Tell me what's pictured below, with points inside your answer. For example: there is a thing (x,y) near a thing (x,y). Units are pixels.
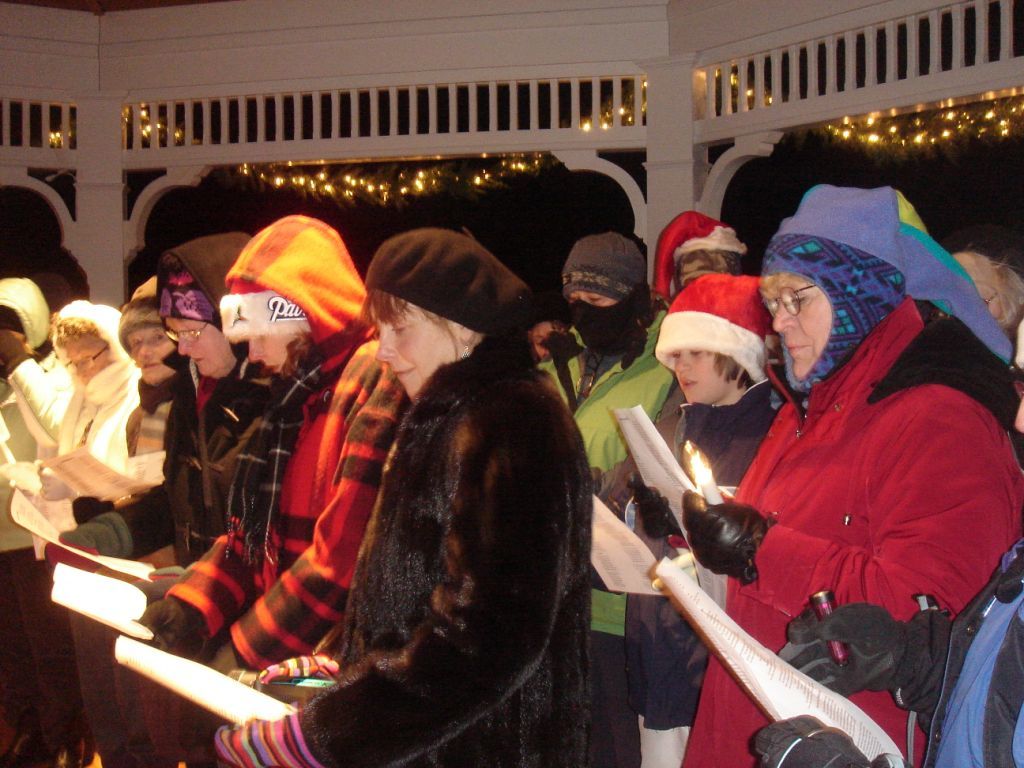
In this picture I can observe people (836,511). They are holding papers (124,489) in their hands (234,736). There are men (161,336) and women (198,335) in this picture. The background (229,200) is dark.
